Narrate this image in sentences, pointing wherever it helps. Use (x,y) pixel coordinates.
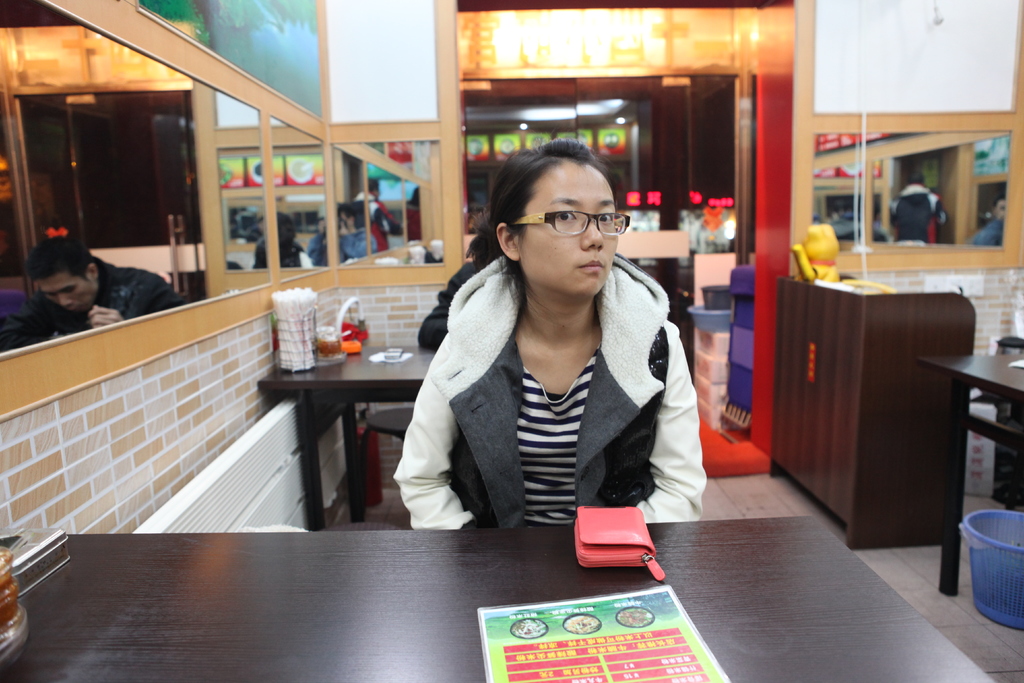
In the image there is a girl (603,336) sitting in front of table (763,661) with purse (582,564) and menu (572,669) on it, this is clicked inside a restaurant (95,363), there is mirror (257,195) on either side of the wall (977,101) with tables (948,504) in the back (961,496).
